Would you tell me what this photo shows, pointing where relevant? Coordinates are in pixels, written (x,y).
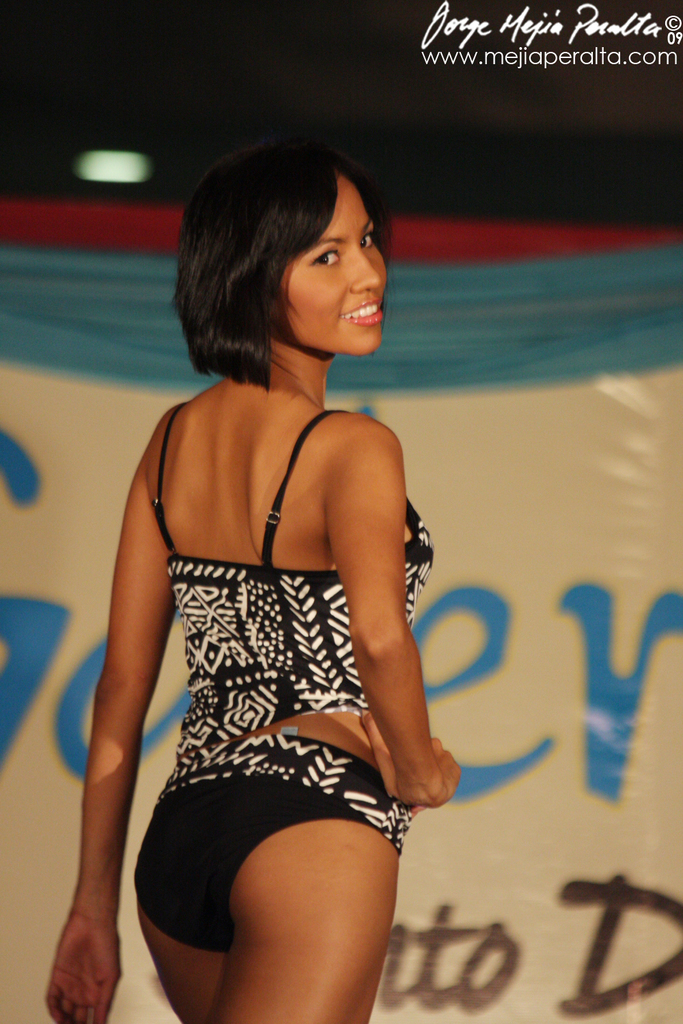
In this picture we can see a woman (135,518) smiling and in the background (427,367) we can see a banner (464,586), light (108,180) and at the top right corner of this picture (576,63) we can see some text (436,53).
